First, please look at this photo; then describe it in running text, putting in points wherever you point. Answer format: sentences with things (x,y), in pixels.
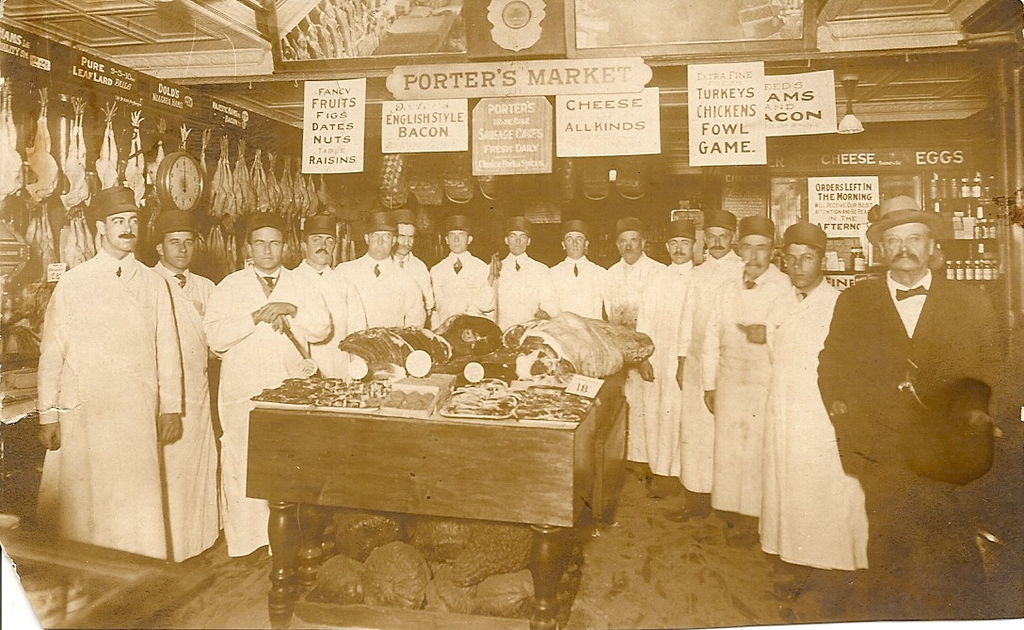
In this picture there are few persons (528,277) wearing white dress (382,283) are standing and there is a table (463,429) in front of them which has few eatables (491,366) placed on it and there is a person (907,374) wearing black dress (923,395) is standing in the right corner (897,413) and there are few sheets (784,112) which has something written on it and there are some other eatables (223,194) and objects (968,179) in the background (174,181).
